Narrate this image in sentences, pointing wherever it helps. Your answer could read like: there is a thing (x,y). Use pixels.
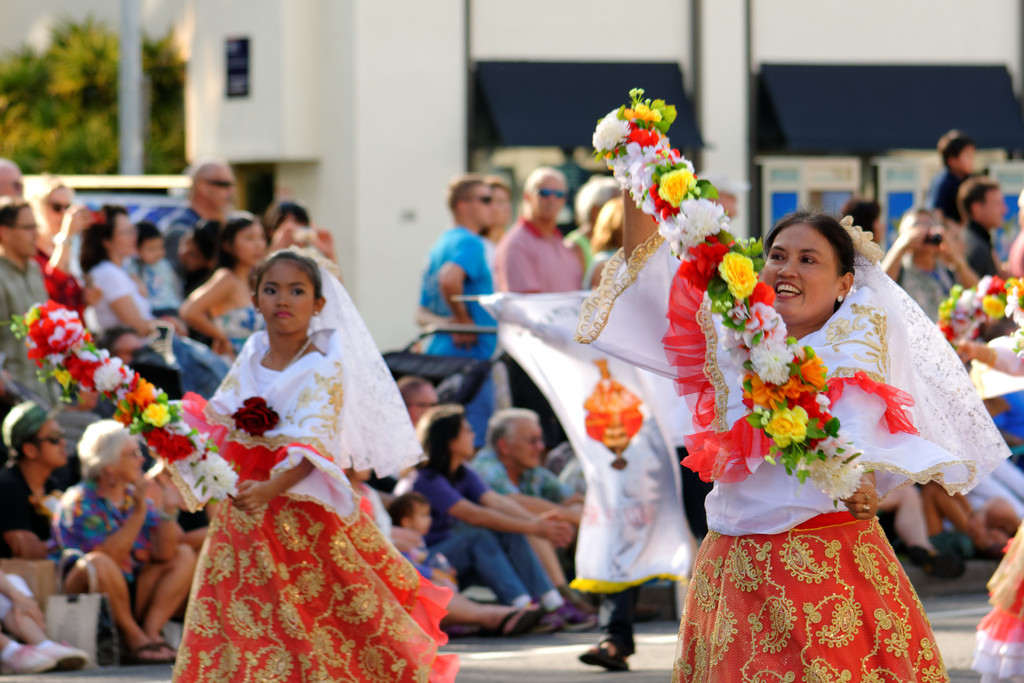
In the center of the image (674,371) we can see a few people (785,518) are standing and they are holding flower garlands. And they are in the same colorful costumes (272,652). And the middle person (872,427) is smiling. In the background (956,21) there is a building (537,89), trees (111,119), one vehicle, one banner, few people (507,198) are standing, few people (242,233) are sitting and a few other objects (893,173).
